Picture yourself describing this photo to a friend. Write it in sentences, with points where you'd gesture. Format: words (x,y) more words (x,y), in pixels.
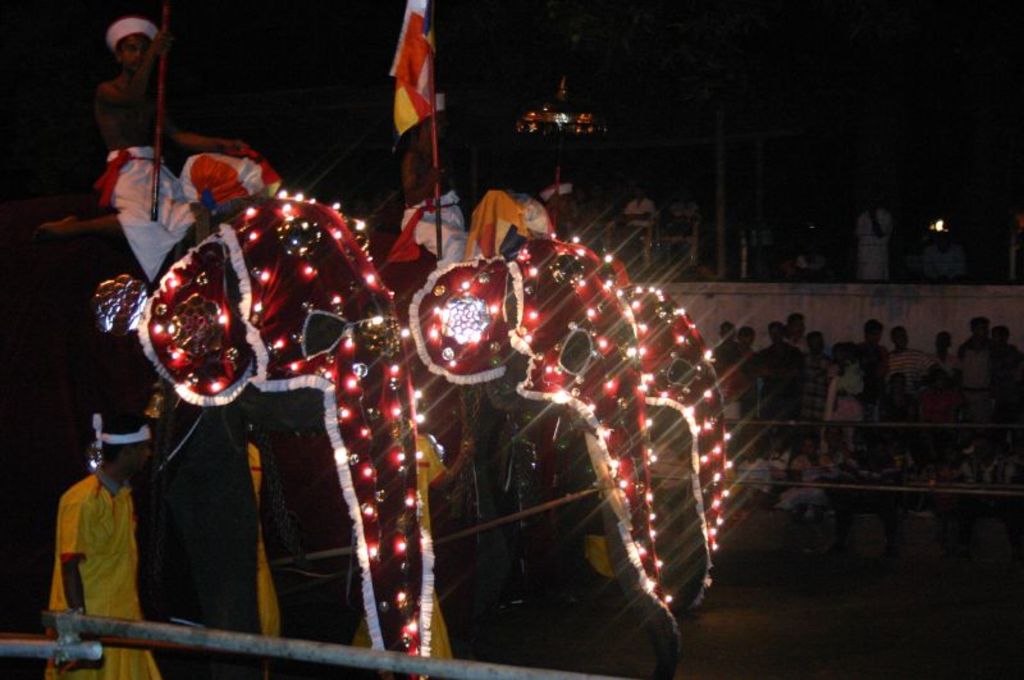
These are the elephants (418,444), which are decorated with the lighting's (642,371). I can see two people (410,197) sitting on the elephants (231,200). There are groups of people (800,461) standing. This looks like a flag (429,63), which is hanging to a pole (433,150). Here is a wall (830,305). The background (852,88) looks dark.
